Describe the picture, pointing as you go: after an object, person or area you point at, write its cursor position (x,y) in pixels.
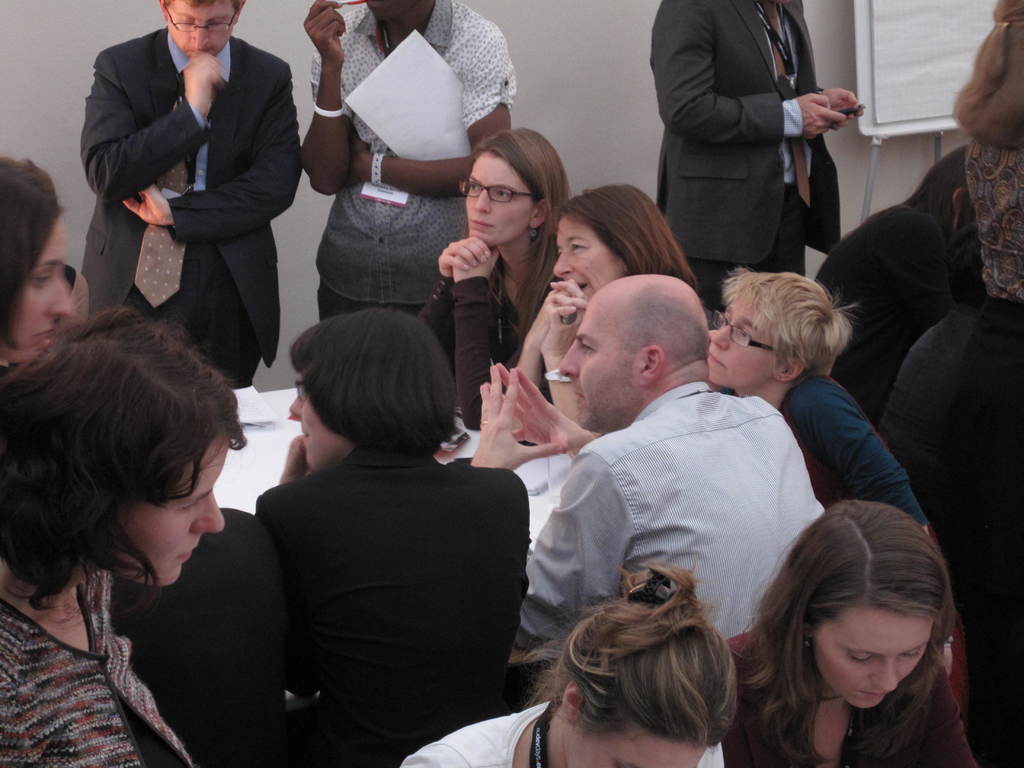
In the center of the image (516,458) we can see a few people (597,291) are sitting and a few people (492,78) are standing and we can see they are in different costumes (412,488). Among them, we can see a few people (542,431) are thinking and a few people (780,214) are holding some objects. And we can see one table (278,475). On the table (460,451), we can see papers (241,399) and a few other objects (459,426). In the background (551,72) there is a wall (564,70), stand (861,212) and a board (976,42).
